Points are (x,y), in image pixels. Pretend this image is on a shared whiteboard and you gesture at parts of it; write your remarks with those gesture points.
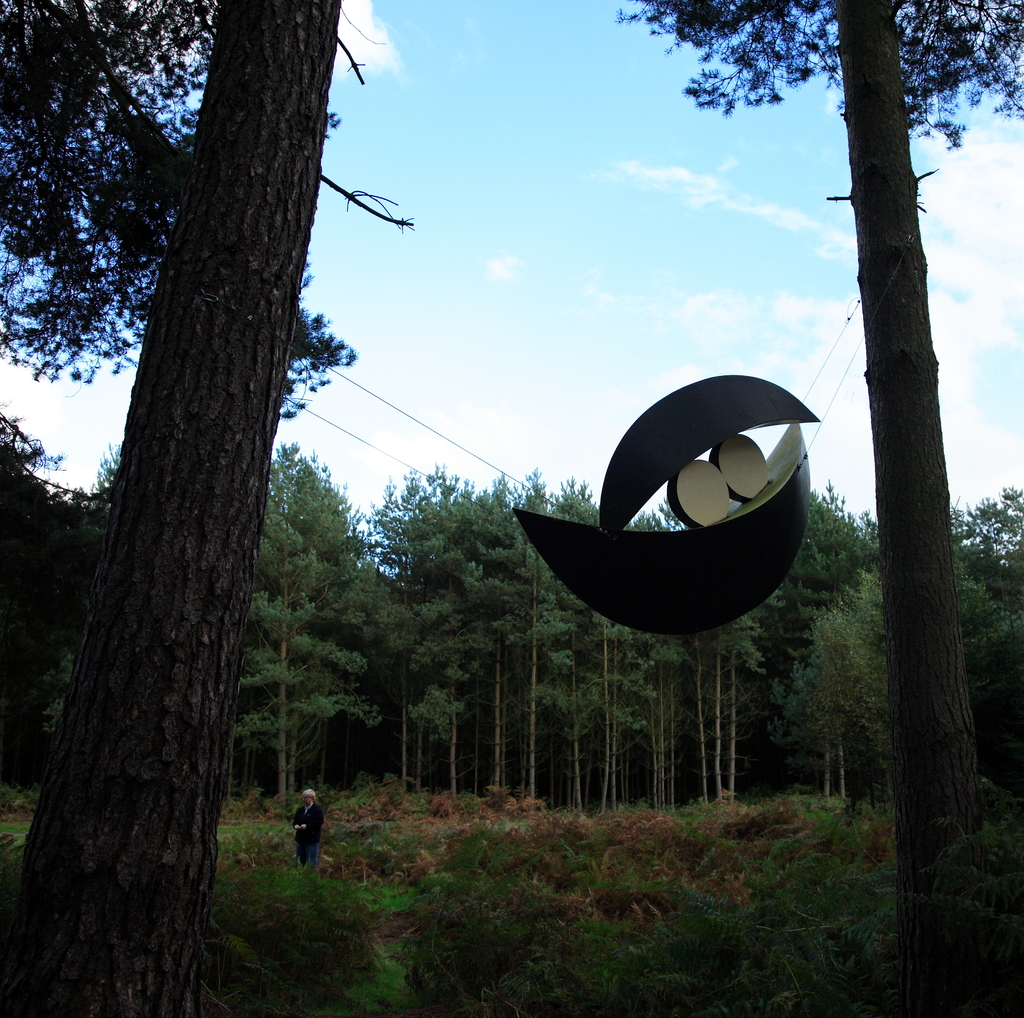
In this image there is a land (265,855), in that land (263,872) there is a man (304,843) standing, and there are plants (707,896) trees (588,756) in between the trees (926,556) there is an object (683,515), in the background (770,453) there is the sky (625,223).
